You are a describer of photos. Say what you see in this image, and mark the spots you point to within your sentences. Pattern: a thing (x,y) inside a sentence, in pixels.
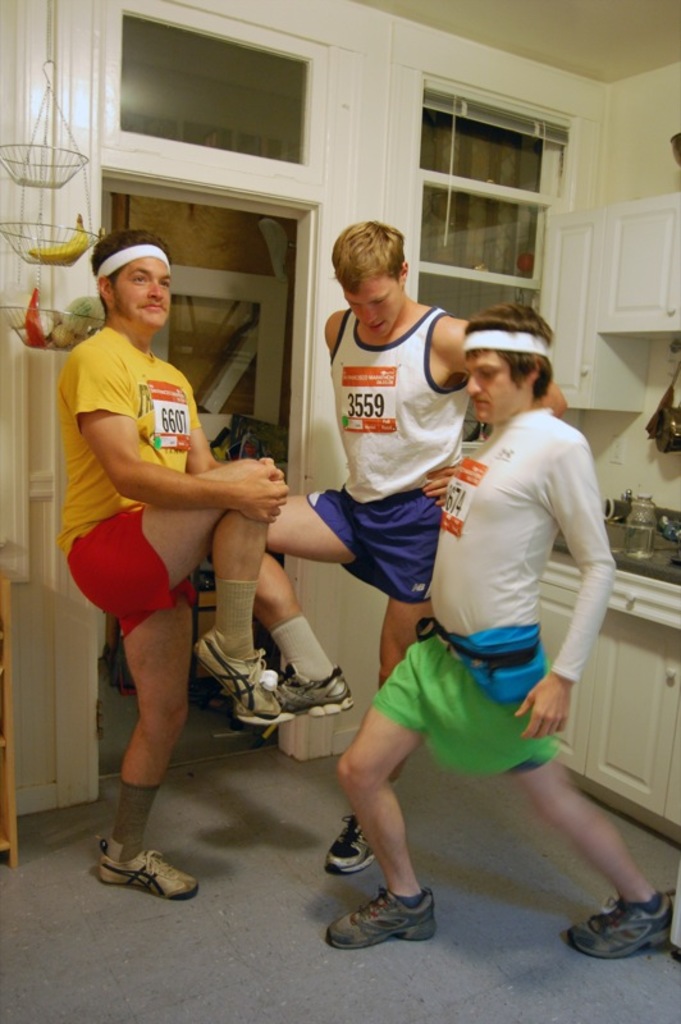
In this image I can see some people (356,524). In the background (310,307), I can see a door (246,276) and the windows (254,122).
